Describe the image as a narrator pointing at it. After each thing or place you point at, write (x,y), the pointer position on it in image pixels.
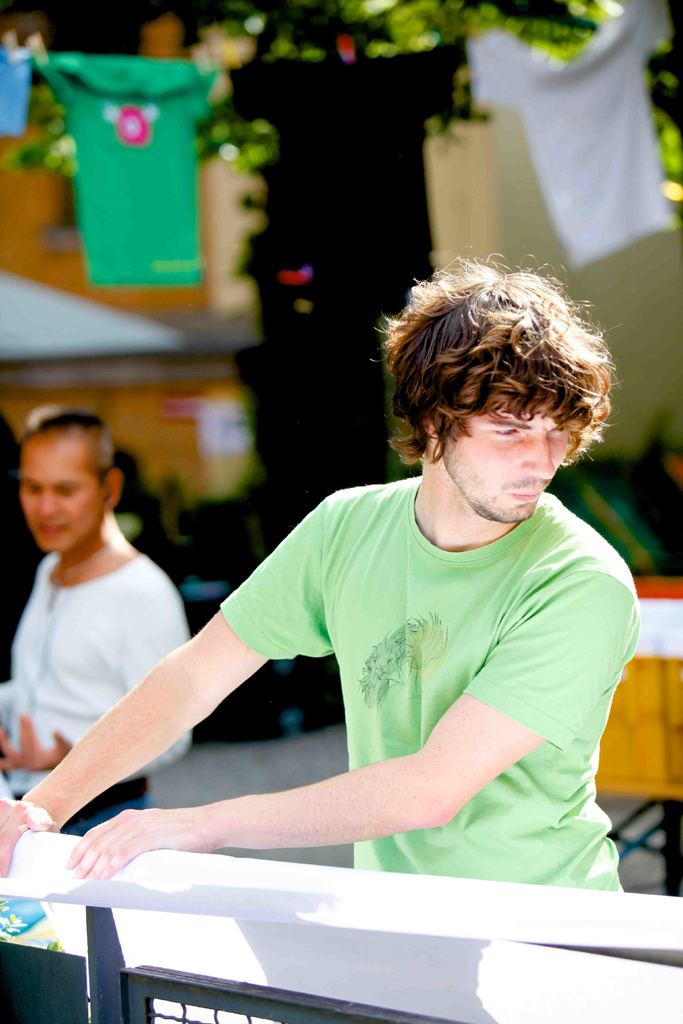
In this image there is a person (419,536) wrapping a poster (128,890) on a metal rod fence (102,939), behind the person (450,616) there is another person (98,618) standing, behind them there are clothes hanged with the rope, behind them there is a building (198,426) and there are trees (224,107) and there are some objects (625,714) on the surface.
